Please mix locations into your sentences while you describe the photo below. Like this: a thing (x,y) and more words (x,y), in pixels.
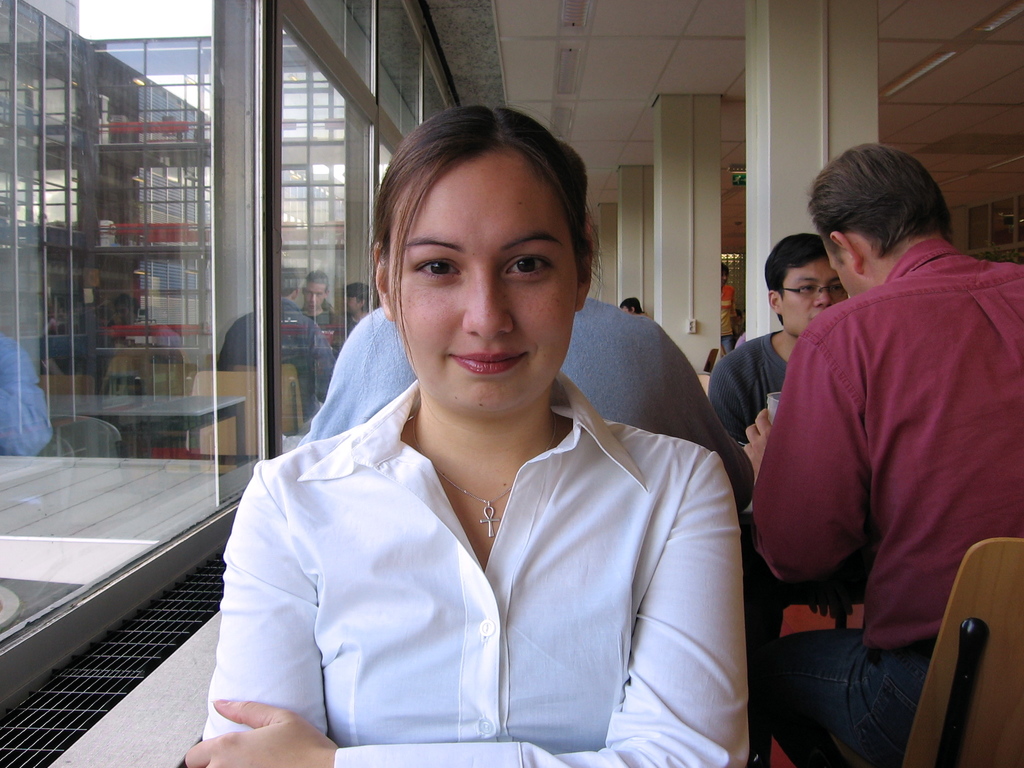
In this image I can see a group of people (687,371) are sitting on the chairs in front of a table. In the background (602,93) I can see pillars (794,204), glass windows (222,208) and a rooftop (569,52). This image is taken may be in a restaurant (838,306).
